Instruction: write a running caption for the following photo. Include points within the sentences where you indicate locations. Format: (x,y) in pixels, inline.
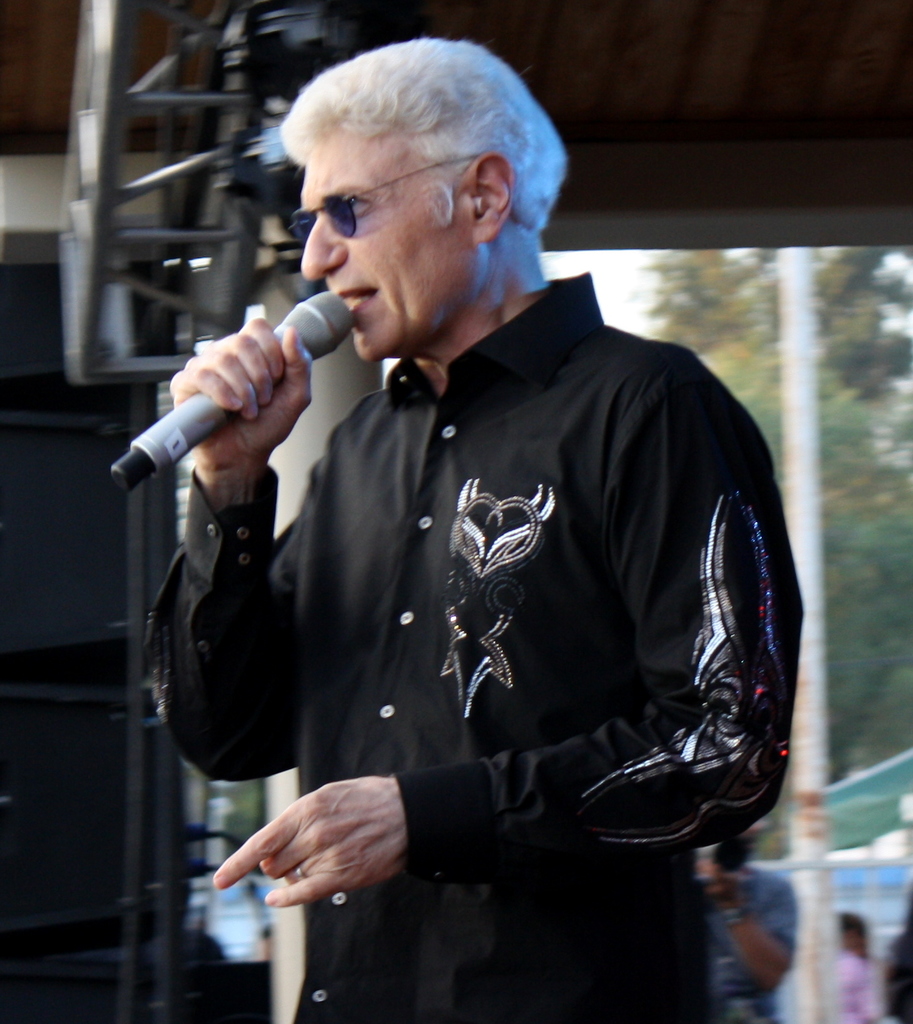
In this picture there is a man (479,357) holding mic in his hand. There is a tree (840,485) and a pole (821,531) at the background (824,618).
